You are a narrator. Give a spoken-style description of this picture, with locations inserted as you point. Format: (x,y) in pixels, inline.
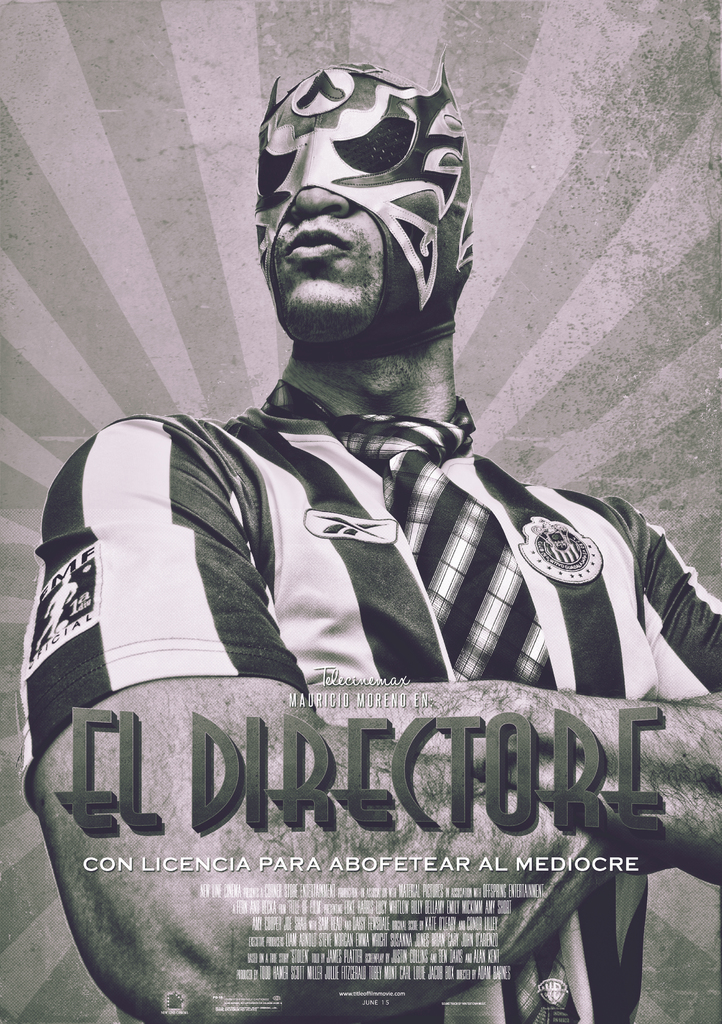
This picture describes about a poster (368,220), in the poster (348,238) we can find a man (292,491) and he wore a mask (387,203).
